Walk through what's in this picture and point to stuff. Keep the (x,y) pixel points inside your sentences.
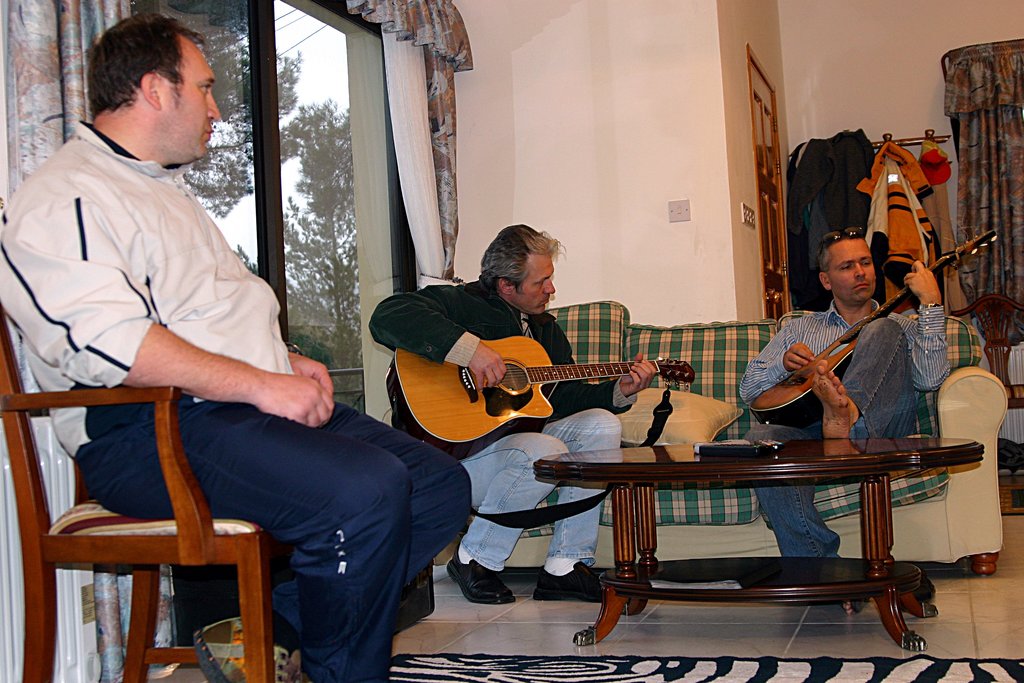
In this image, three peoples (920,321) are sat on the chair (228,540) and sofa (845,489). There is a pillows (712,423) and cushion (699,422) on it. Few are playing a musical instrument (507,392). And right side (715,475), we can see table (735,475), few items (753,448) are placed on it. And back side, we can see glass windows (386,201), curtains (420,218), trees (341,277), sky (243,224), wires (306,40), wall (597,193), door (776,231), some clothes (834,173) are hanging here, chair (999,332) and curtain (995,267) here.
